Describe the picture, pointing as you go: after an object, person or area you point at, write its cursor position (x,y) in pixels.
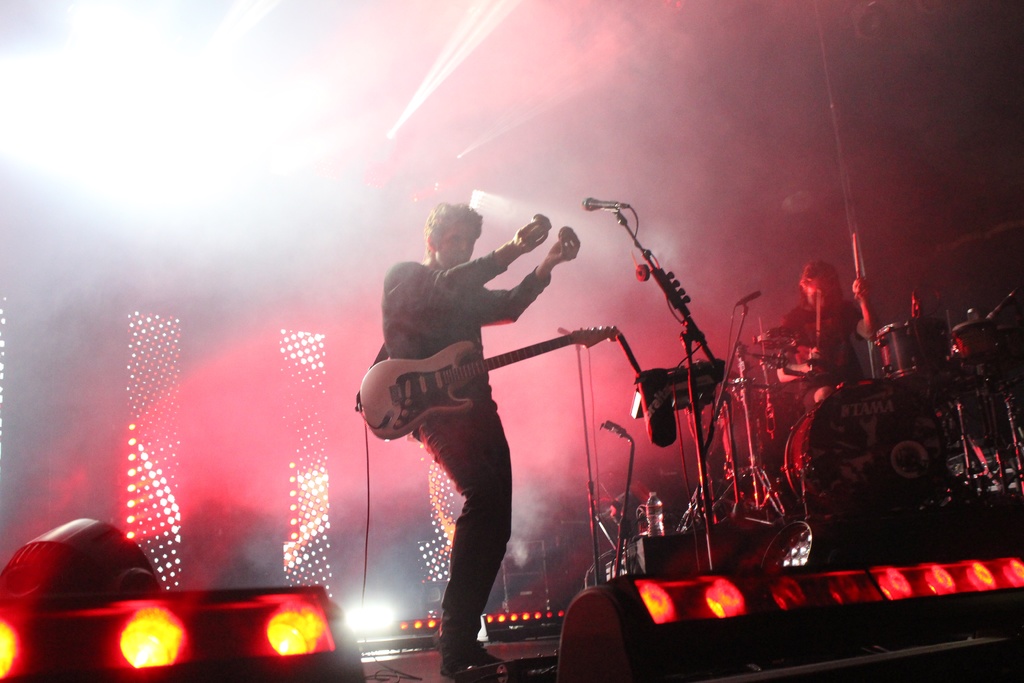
In this picture we can see two persons (492,295) playing musical instruments (586,341) such as guitar (446,364), drums (880,349) and in front (621,219) to them there are mics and in the background (624,408) we can see wall (307,385) with lights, bottles (650,504), speakers (515,566).
